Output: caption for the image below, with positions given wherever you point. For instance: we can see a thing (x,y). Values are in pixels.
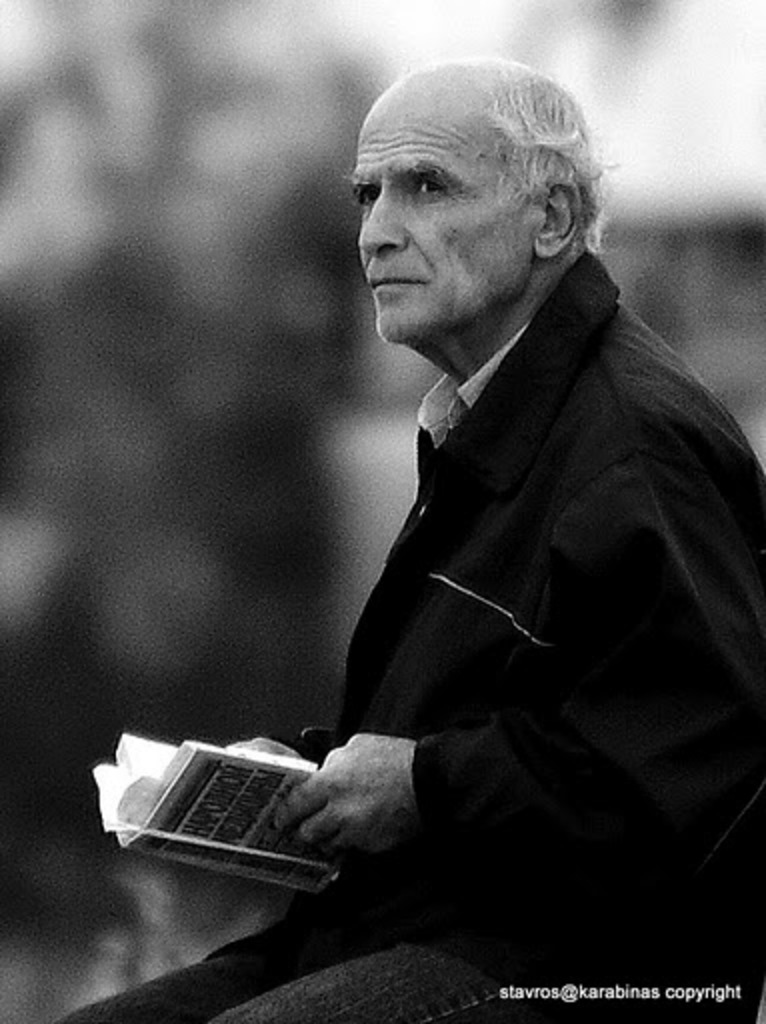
In this picture we can see a person (532,572), he is holding a book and in the background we can see it is dark.
